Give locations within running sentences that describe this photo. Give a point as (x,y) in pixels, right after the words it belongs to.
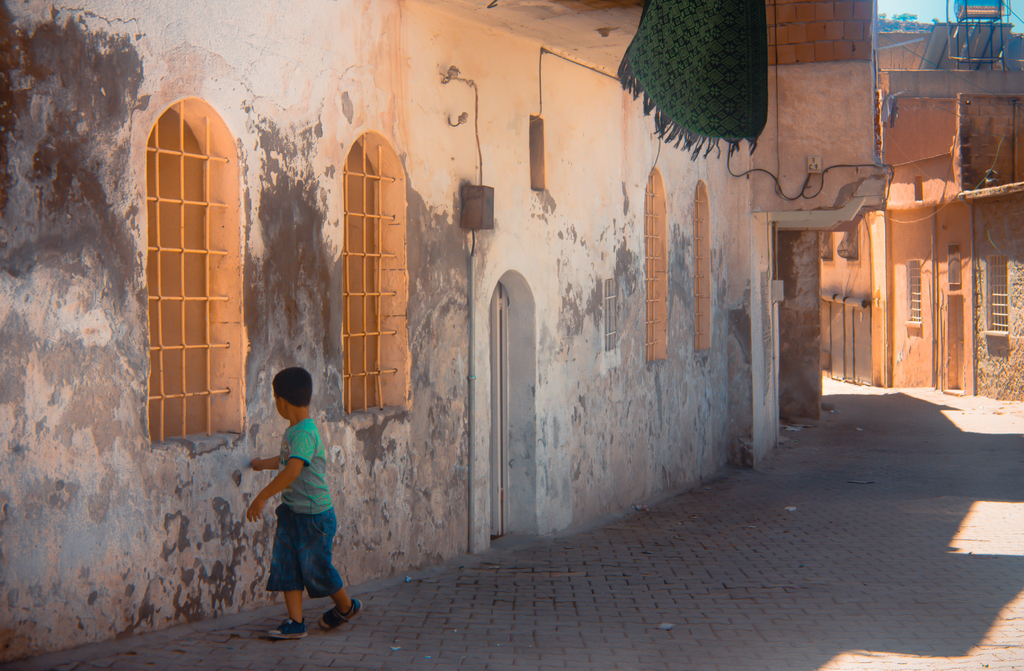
In this picture we can see a boy (299,488) touching the wall (213,600). There are few arches (160,328) on the building (559,274). We can see another building (791,111) on the right side (892,165). There are few trees (890,18) and a steel object (959,12) on top right (990,13).
